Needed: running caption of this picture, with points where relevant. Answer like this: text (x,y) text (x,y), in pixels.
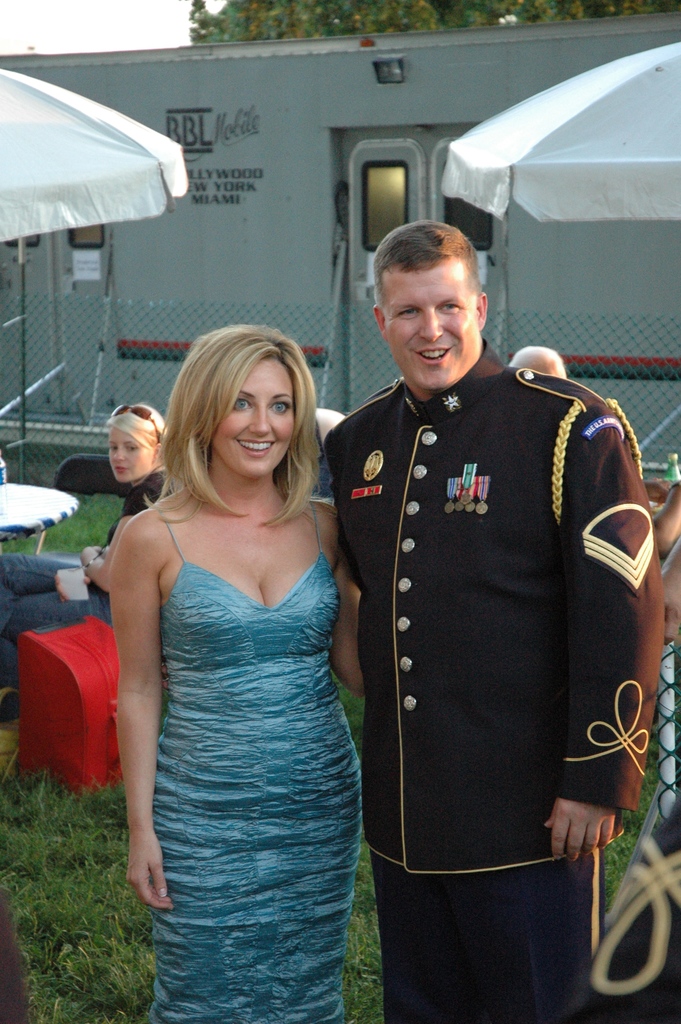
In this image I can see the group of people (260,534) with different color dresses (208,886). I can see few people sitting in-front of the table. I can see the umbrellas (163,176) to the side. In the background (270,194) I can see the shed (176,341), net fence (137,388), many trees (336,17) and the sky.
